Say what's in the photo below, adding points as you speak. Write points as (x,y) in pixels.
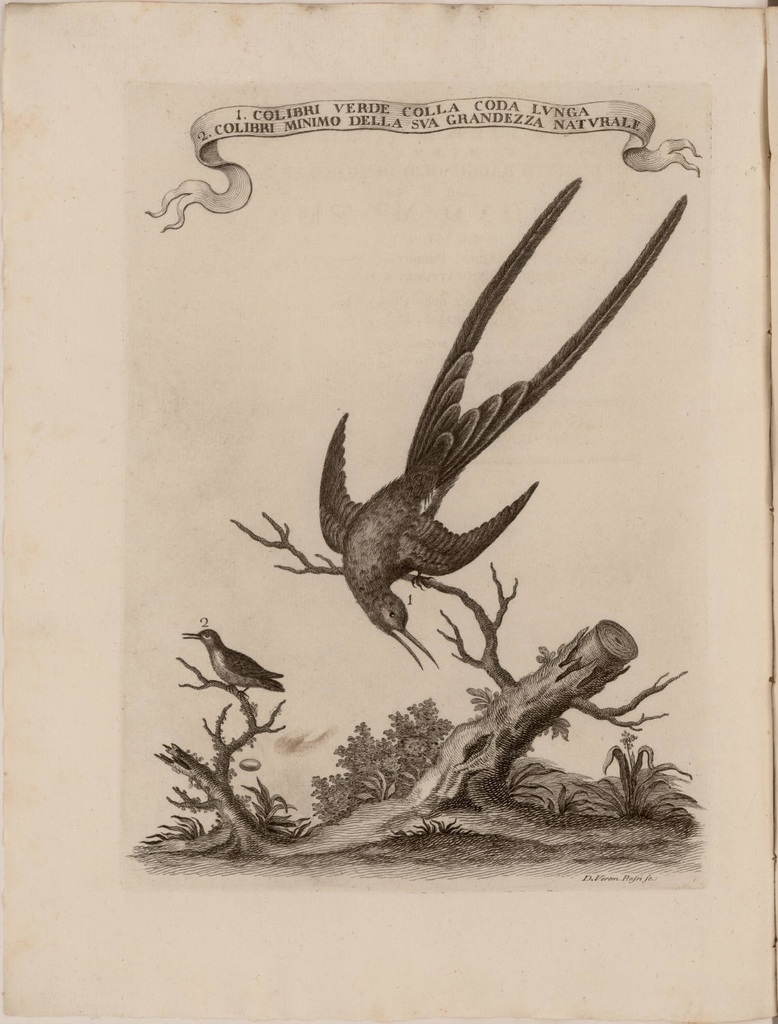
In this image, we can see birds (232,651) on the dry stem (580,635). There is a text (489,109) at the top of the image (577,118).
